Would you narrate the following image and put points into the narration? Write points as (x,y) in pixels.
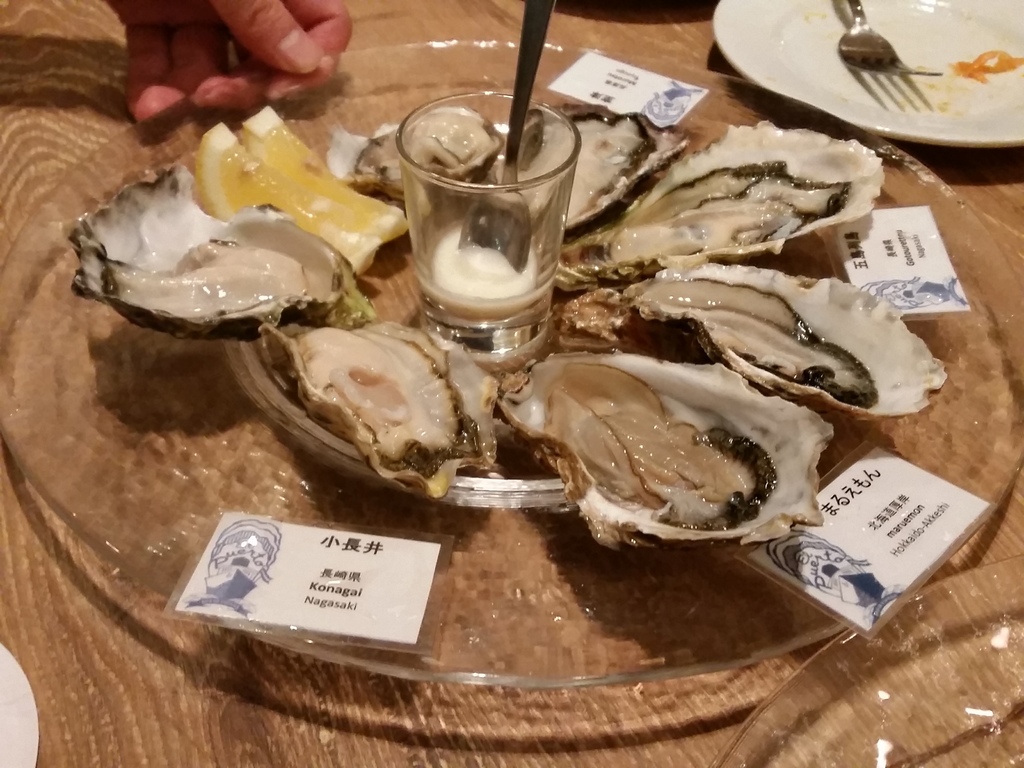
In this image, we can see some food (825,436), glass (458,265) with cream (510,272) and spoon (517,256) are on the glass plate (362,120). Here we can see cards (858,597) with some text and figures (267,561). Top of the image (787,42), we can see human hand (192,51) and plate (983,48) with fork (892,60) and food (979,68). Background we can see a wooden surface (57,703). At the bottom of the image (30,708), we can see a few things (3,748).
